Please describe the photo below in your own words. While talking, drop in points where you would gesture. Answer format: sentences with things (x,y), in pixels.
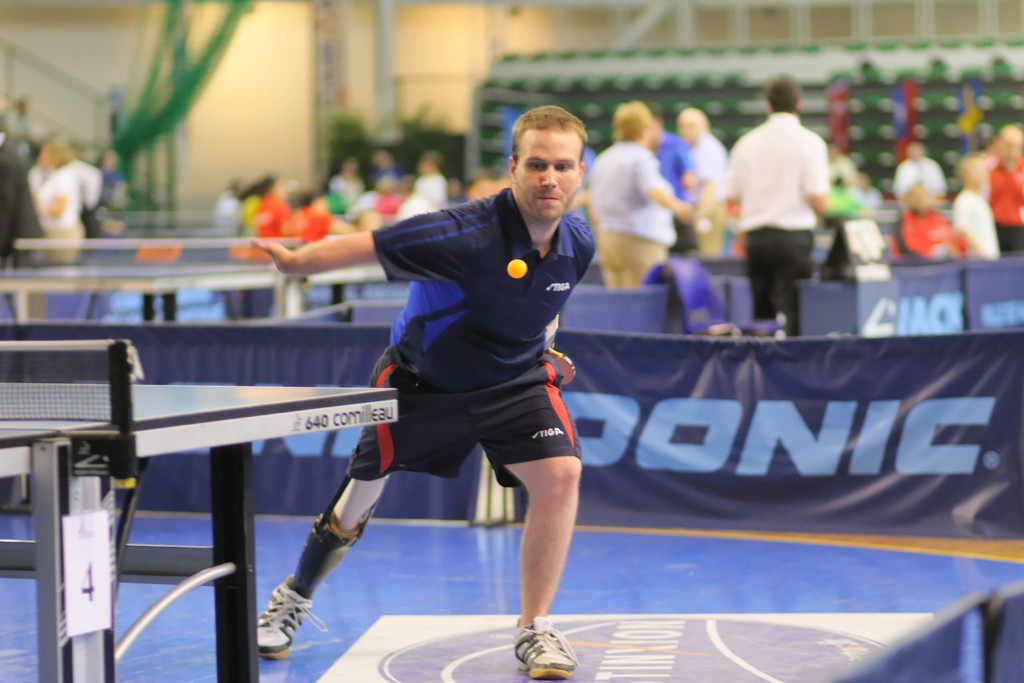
As we can see in the image there are few people (454,334), banners (982,499), table (326,402) and wall (253,104). The background (252,66) is little blurred.
